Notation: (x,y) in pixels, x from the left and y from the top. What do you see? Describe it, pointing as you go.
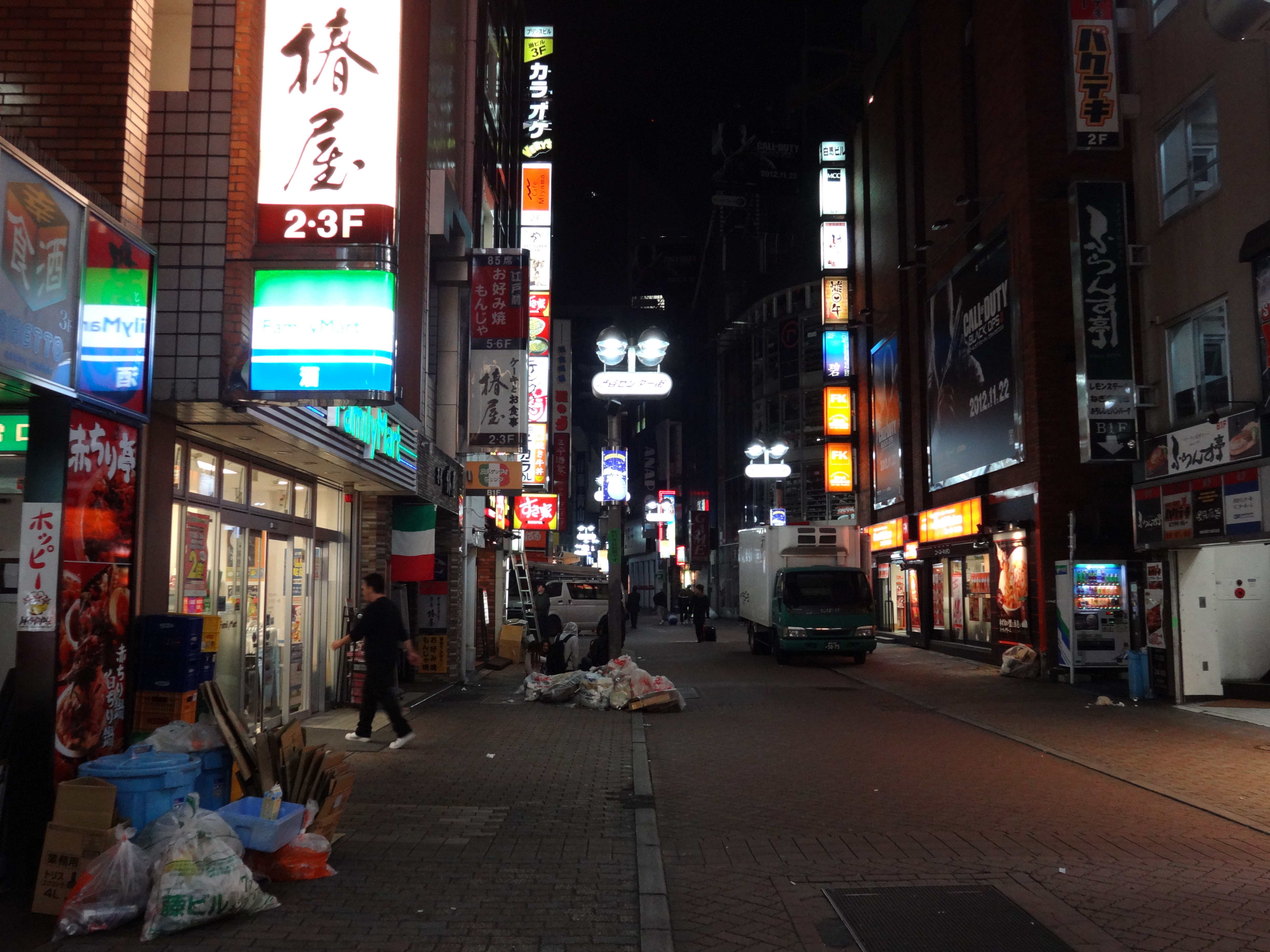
This image consists of buildings (1046,422) and boards (824,247) along with the lights (666,557). At the bottom (754,812), there is a road (799,807). In the front (823,645), we can see a van (779,646) parked on the road (760,709). On the left (234,849), there are many things (291,749) kept on the pavement (421,757). At the top (676,146), there is sky (676,146).
